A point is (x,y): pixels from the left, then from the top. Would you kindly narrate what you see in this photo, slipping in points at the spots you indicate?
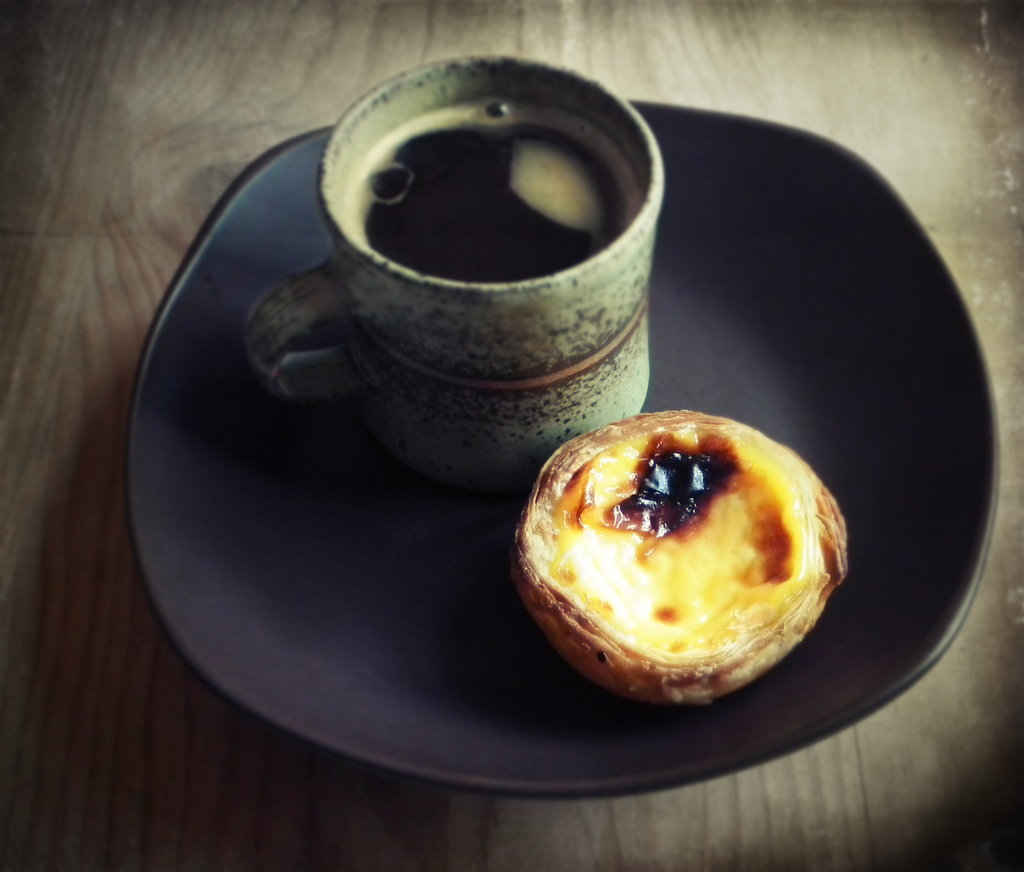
In this image we can see liquid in a cup (554,355) and a food item (609,539) in the plate (832,673) on a platform (333,8).
